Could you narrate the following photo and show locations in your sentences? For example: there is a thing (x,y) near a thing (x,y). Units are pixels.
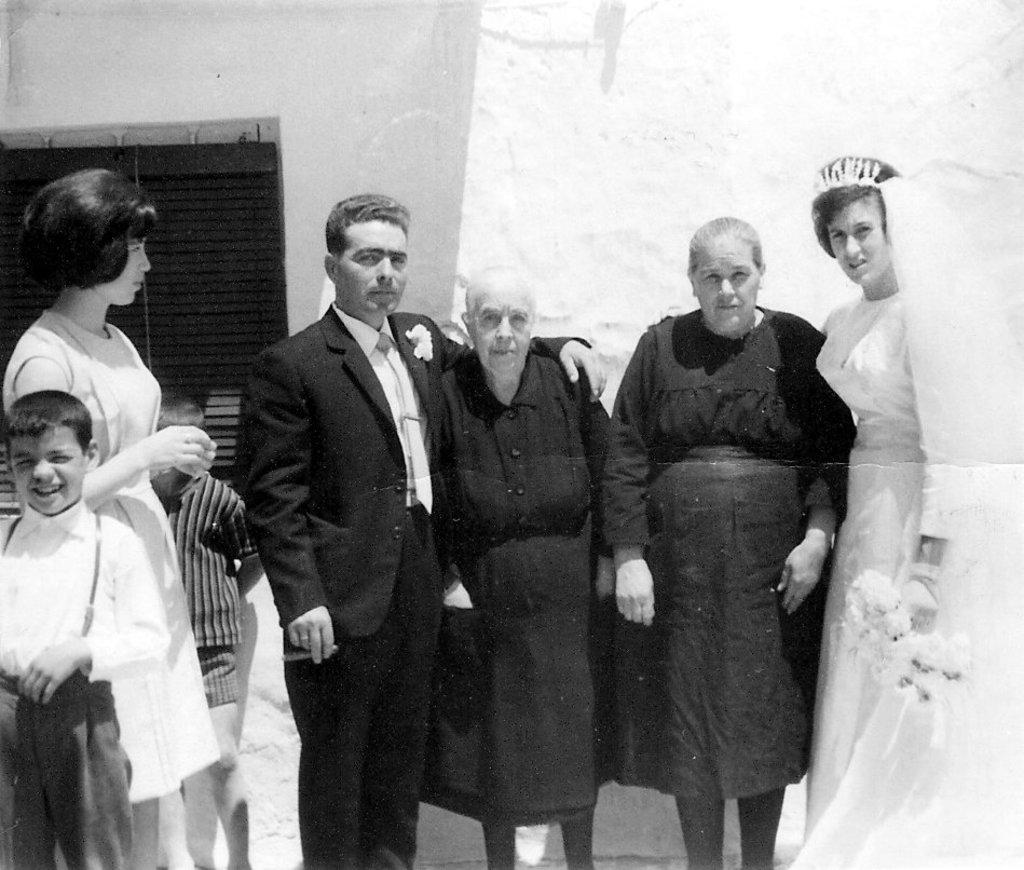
This is a black and white picture. I can see group of people (141,869) standing, and in the background (373,134) there is a wall (365,144) and a window (12,135).
